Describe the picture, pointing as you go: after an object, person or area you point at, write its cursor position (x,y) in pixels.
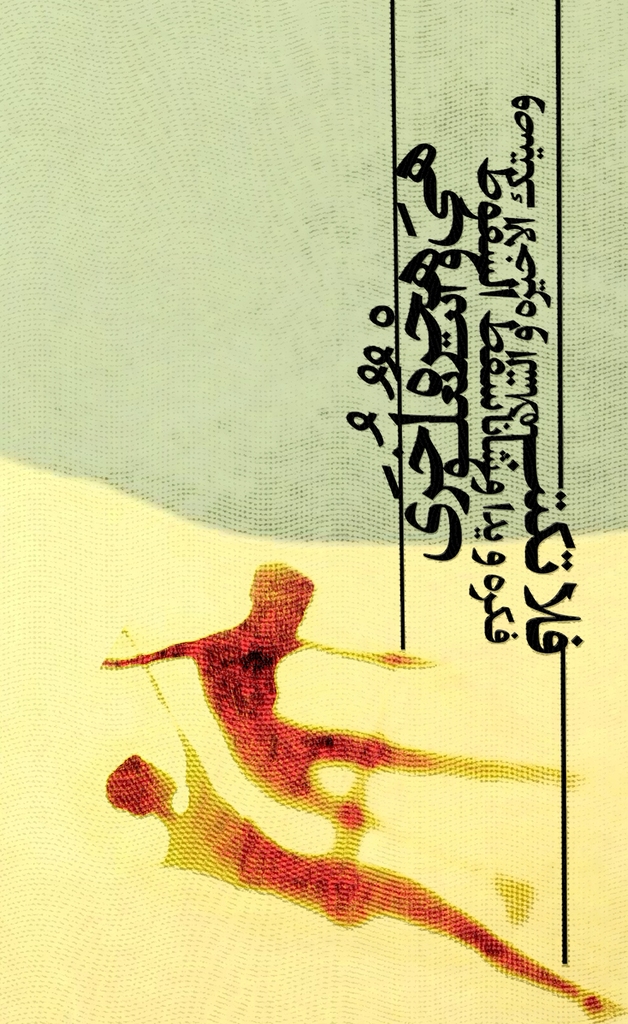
In this picture we can see a poster (275,694), there is some text (522,364) on the right side (524,295).
